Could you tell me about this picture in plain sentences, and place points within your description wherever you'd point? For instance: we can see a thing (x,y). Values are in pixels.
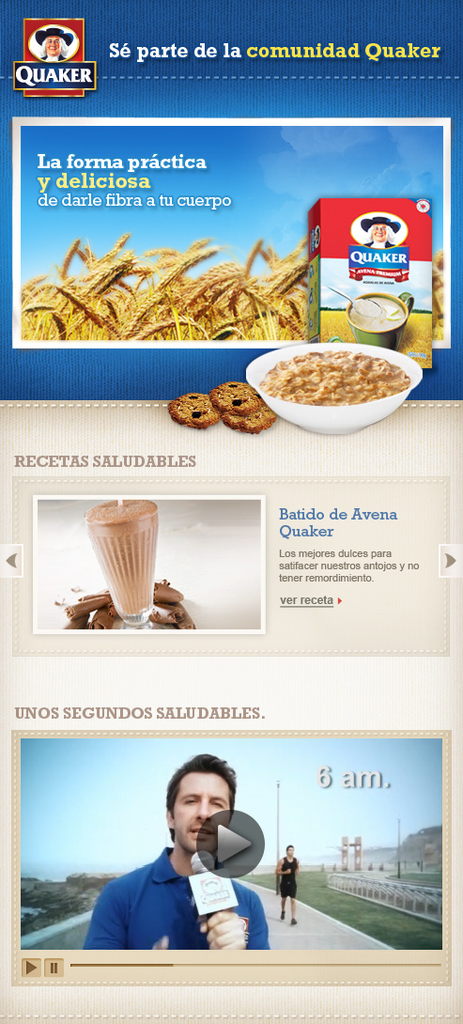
The picture looks like a screenshot. In the picture we can see text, field (241,318), food items (354,369), people (139,906) and various objects (110,513).
